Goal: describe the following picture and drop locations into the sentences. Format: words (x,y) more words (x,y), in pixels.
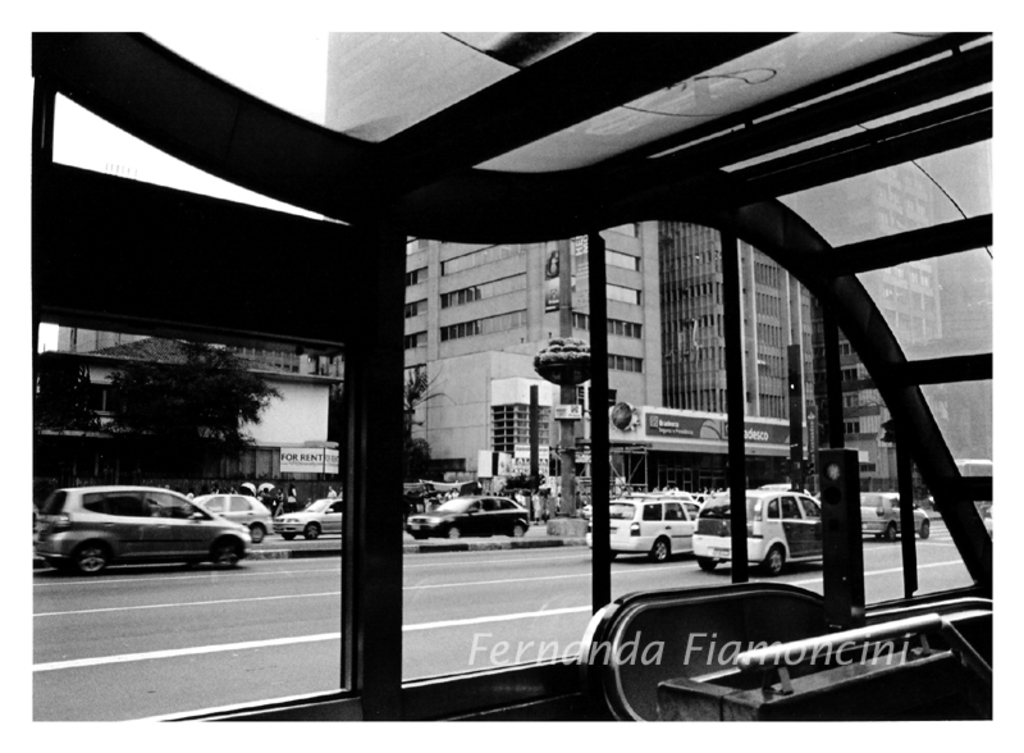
On the bottom right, there is a watermark (906,642). At the bottom of this image (559,526), we can see there are glass windows (713,399). Through these glass windows (781,384), we can see there are vehicles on the road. In the background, there are trees (162,366), poles (801,408) and there is the sky (246,63).
